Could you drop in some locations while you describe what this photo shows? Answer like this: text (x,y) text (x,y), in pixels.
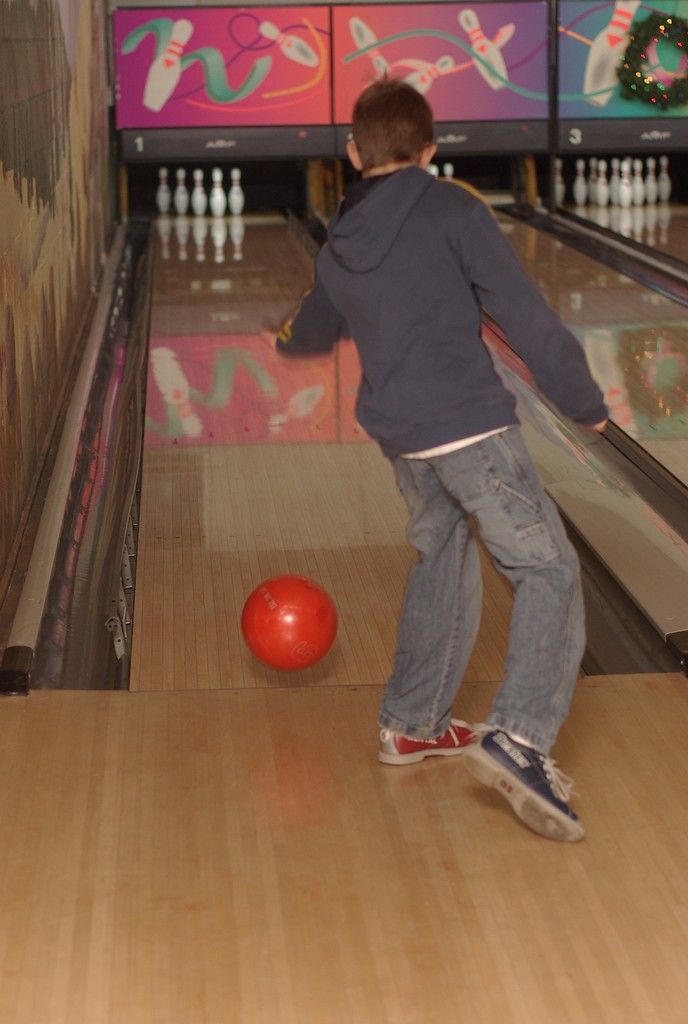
In this picture I can see a person (443,578) standing in front of the ball (301,588), bowling pins (215,188) and some boards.
